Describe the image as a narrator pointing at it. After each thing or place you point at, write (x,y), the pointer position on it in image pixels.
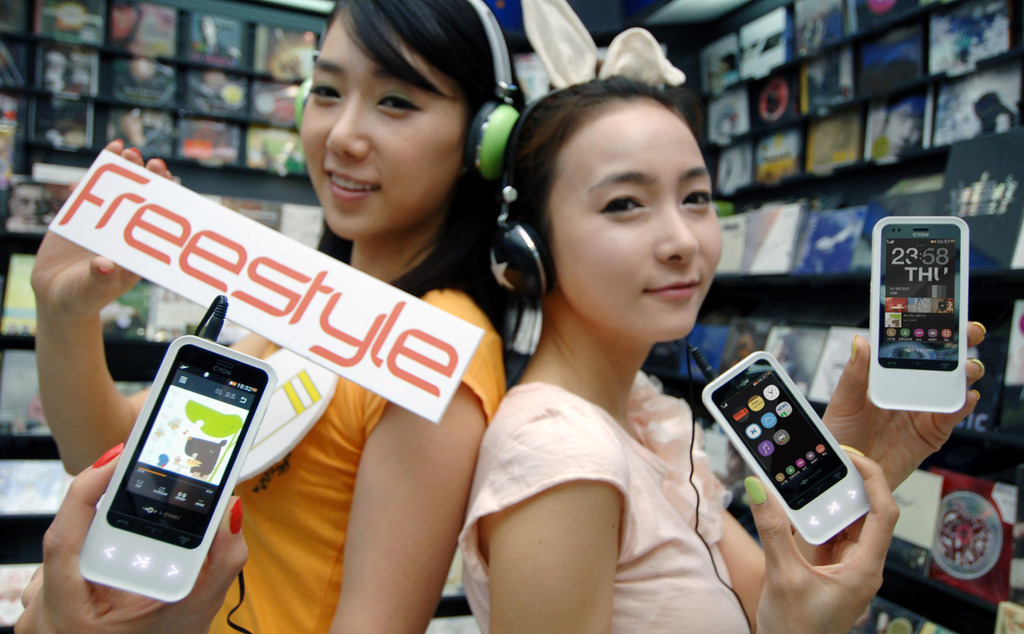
In this picture, There are two girls (518,107) standing and they are holding mobile phones (181,516) in her hands (868,422), In the background (889,146) there are some books (889,146) kept on the wall (797,69).
